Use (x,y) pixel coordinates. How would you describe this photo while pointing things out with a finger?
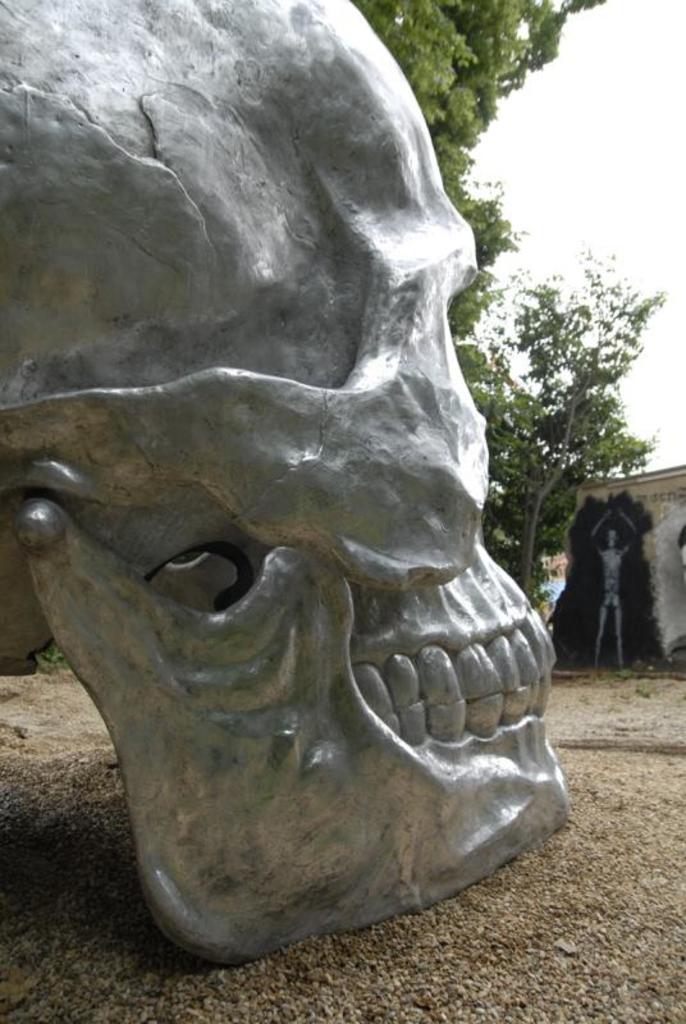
In the image there is a skull statue (323,344) on the land (323,1006) with trees (513,32) behind it.
